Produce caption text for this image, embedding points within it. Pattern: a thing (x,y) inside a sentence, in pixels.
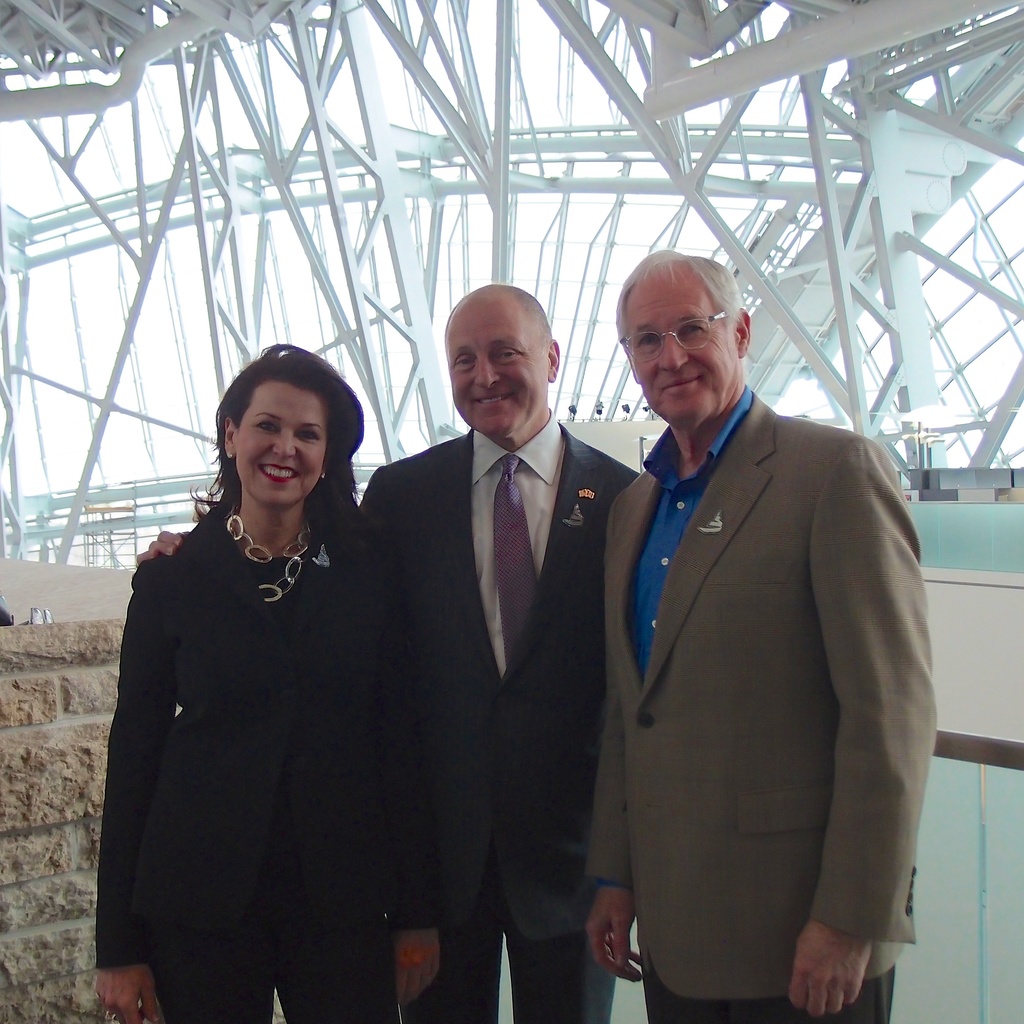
In this picture there is a man (547,611) who is wearing black suit (523,702). He is standing near to the woman (350,634) who is wearing black dress (220,829). On the right (780,545) there is another man (762,468) who is wearing spectacle (704,327) and suit (747,737). In the back (33,375) we can see steel pipes (838,280). Here it's a sky (530,209).
